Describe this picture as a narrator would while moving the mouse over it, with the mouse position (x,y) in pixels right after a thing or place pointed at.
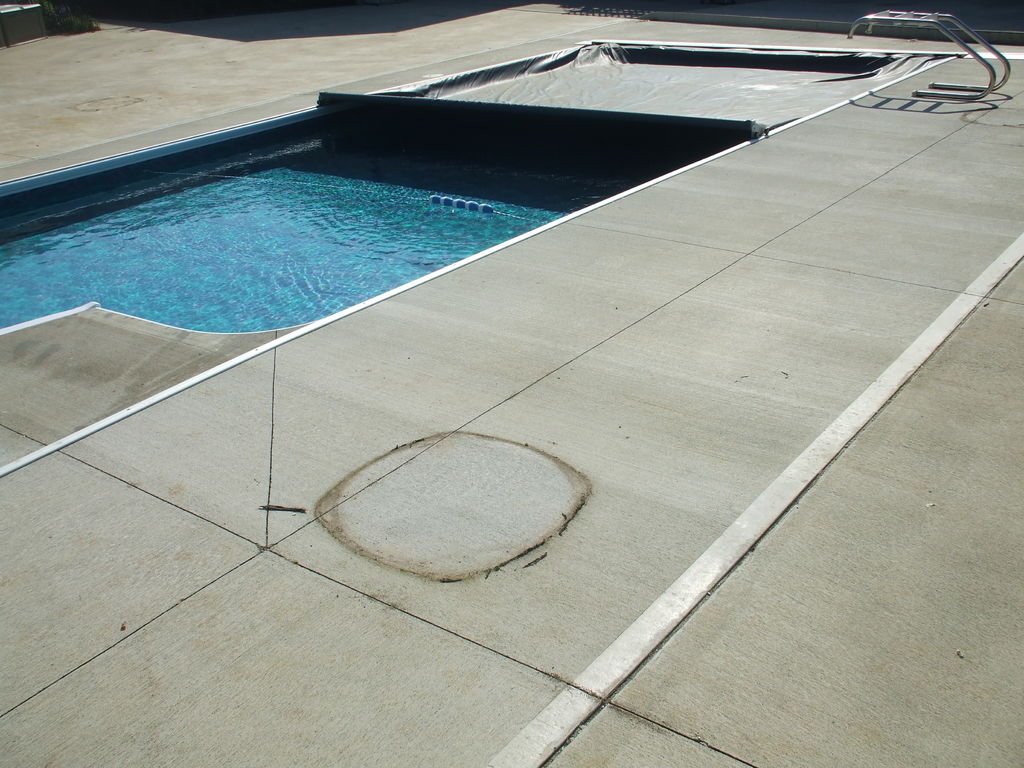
In this image I can see the concrete surface (585,413) which is in ash color. To the side there is a swimming pool (236,179) and I can see the water (277,249) in blue color. To the right (999,61) I can see the iron rods (971,52) in silver color.
